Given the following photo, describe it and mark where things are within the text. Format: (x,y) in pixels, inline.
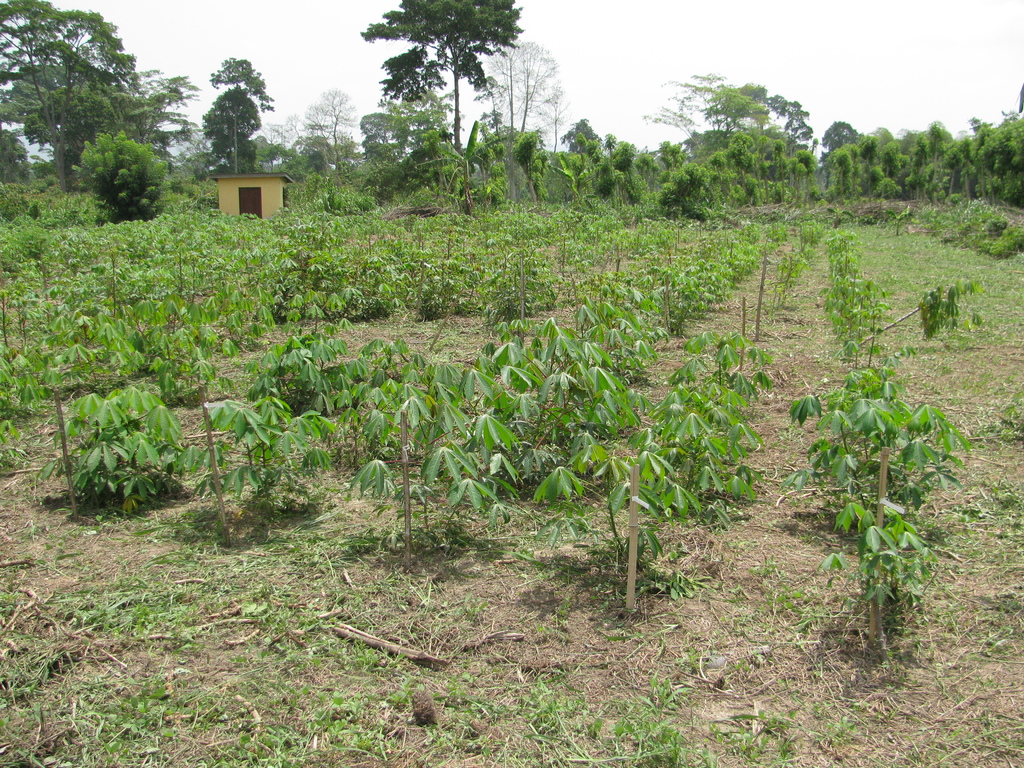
In the picture I can see plants (274,436), trees (287,166), a house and the sky (645,76) in the background (470,109).
